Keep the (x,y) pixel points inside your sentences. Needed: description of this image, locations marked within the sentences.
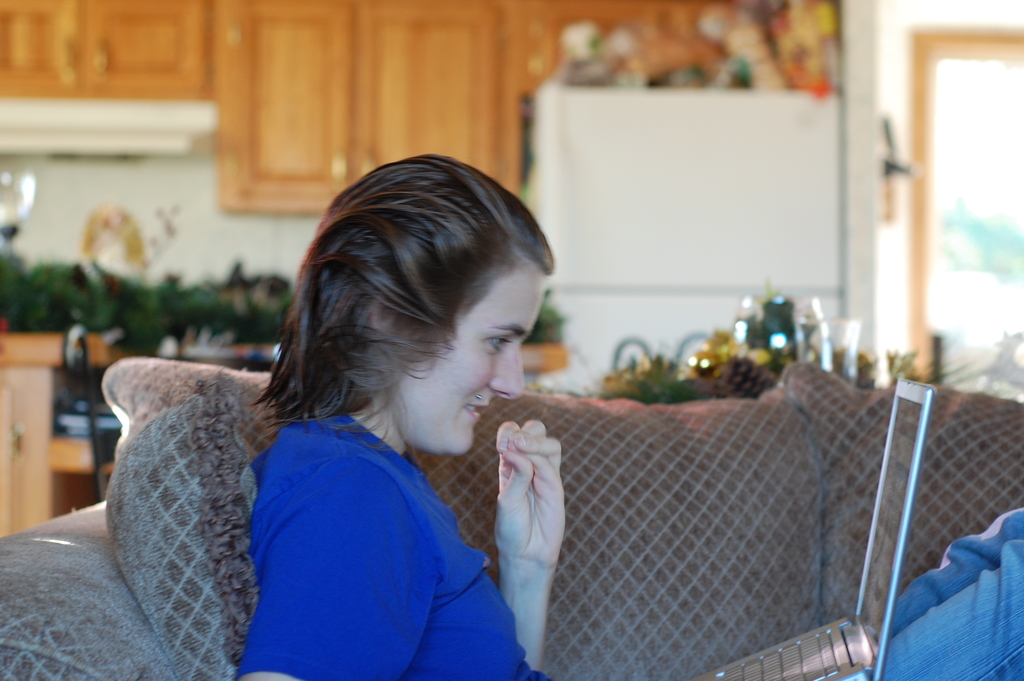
In the image there is a girl (551,582) sitting on the sofa (768,574) and there is a laptop (874,577) on her lap (981,609), behind the girl (325,419) there are cupboards (294,82) and other things (668,292).
